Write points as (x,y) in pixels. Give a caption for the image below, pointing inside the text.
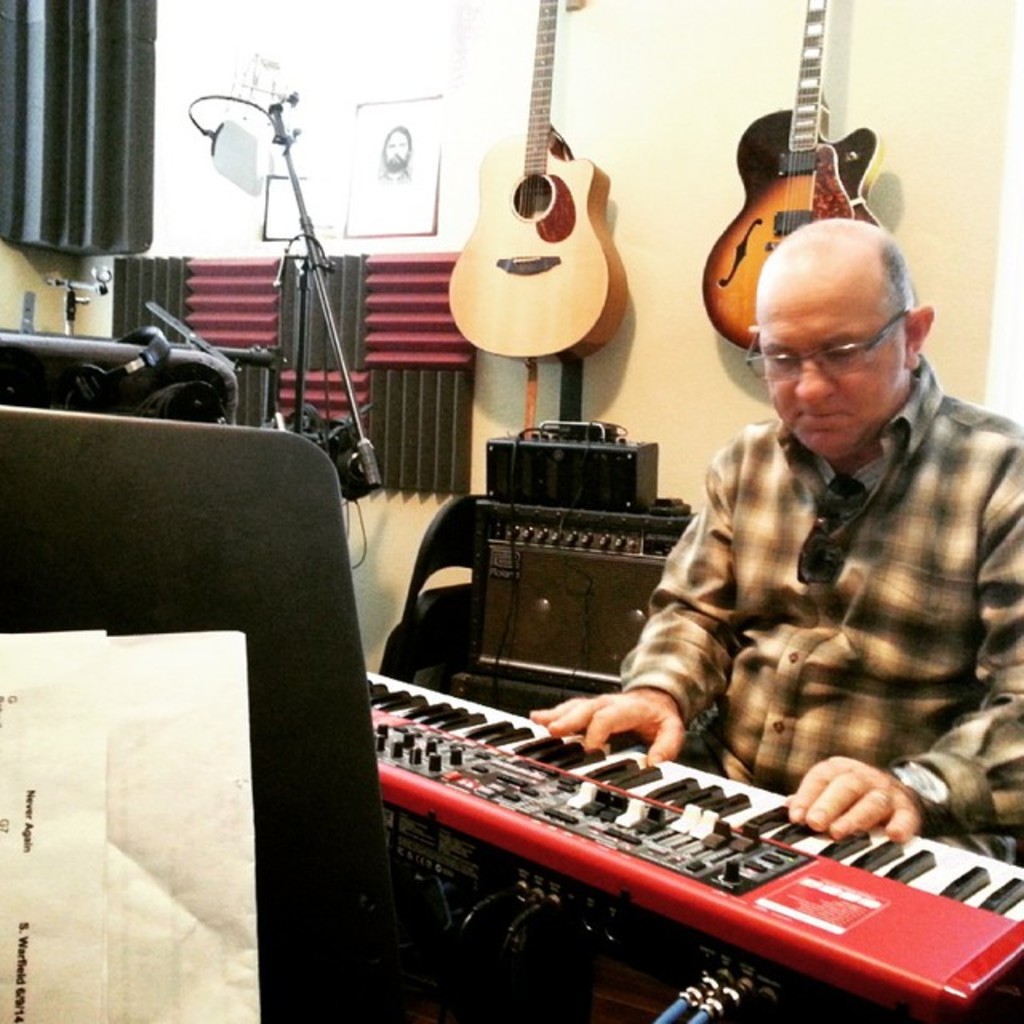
In this image i can see a man (881,628) sitting and playing piano (786,799) at the back ground (478,261) i can see few other musical instruments (613,278) and a wall (616,163).
